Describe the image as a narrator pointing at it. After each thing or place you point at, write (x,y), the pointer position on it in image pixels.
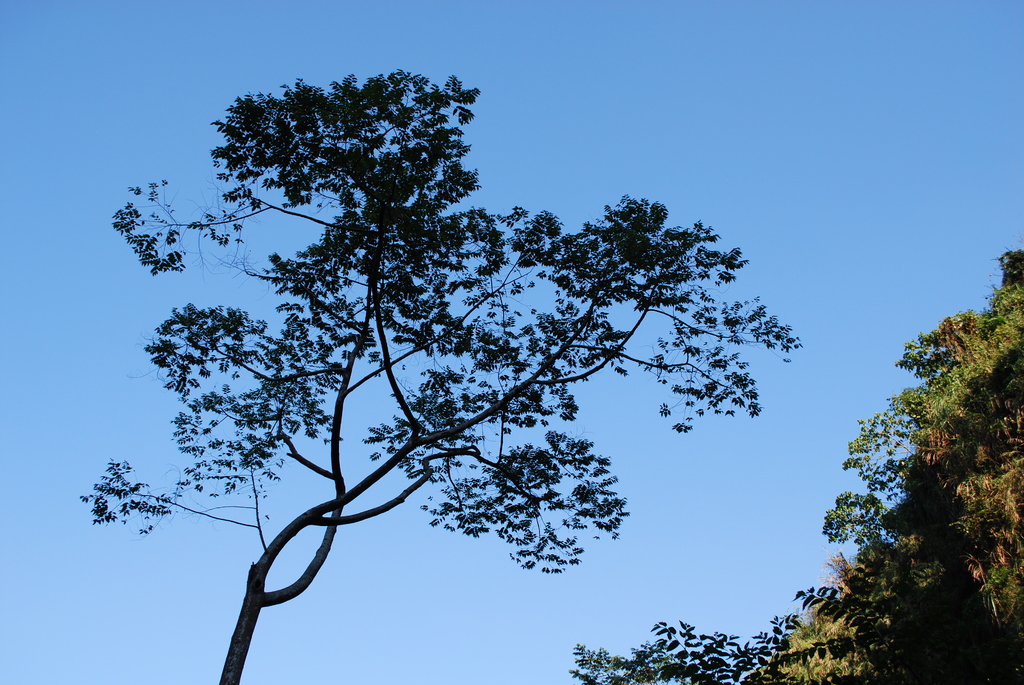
In this picture, we see a tree (489,353). In the right bottom (988,458), we see the trees (868,538). In the background (796,154), we see the sky (443,638), which is blue in color.
